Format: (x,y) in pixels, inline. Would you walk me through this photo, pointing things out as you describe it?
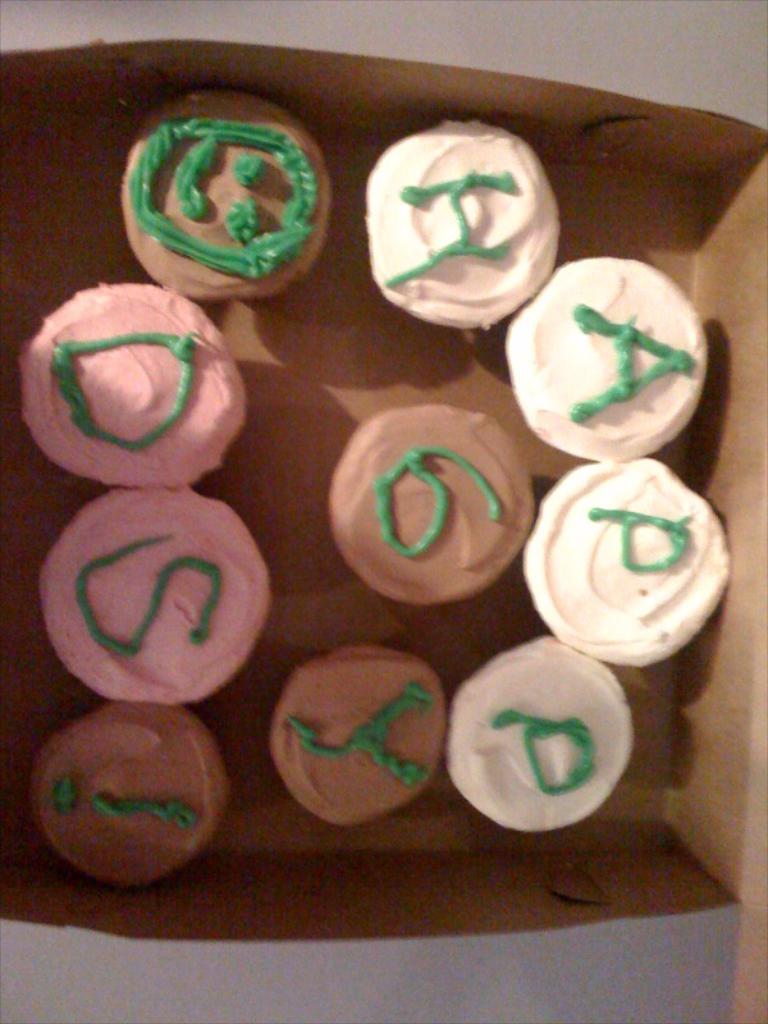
In this image I can see few cupcakes (440,443) in brown color box (698,767). They are in white, brown and pink color.
